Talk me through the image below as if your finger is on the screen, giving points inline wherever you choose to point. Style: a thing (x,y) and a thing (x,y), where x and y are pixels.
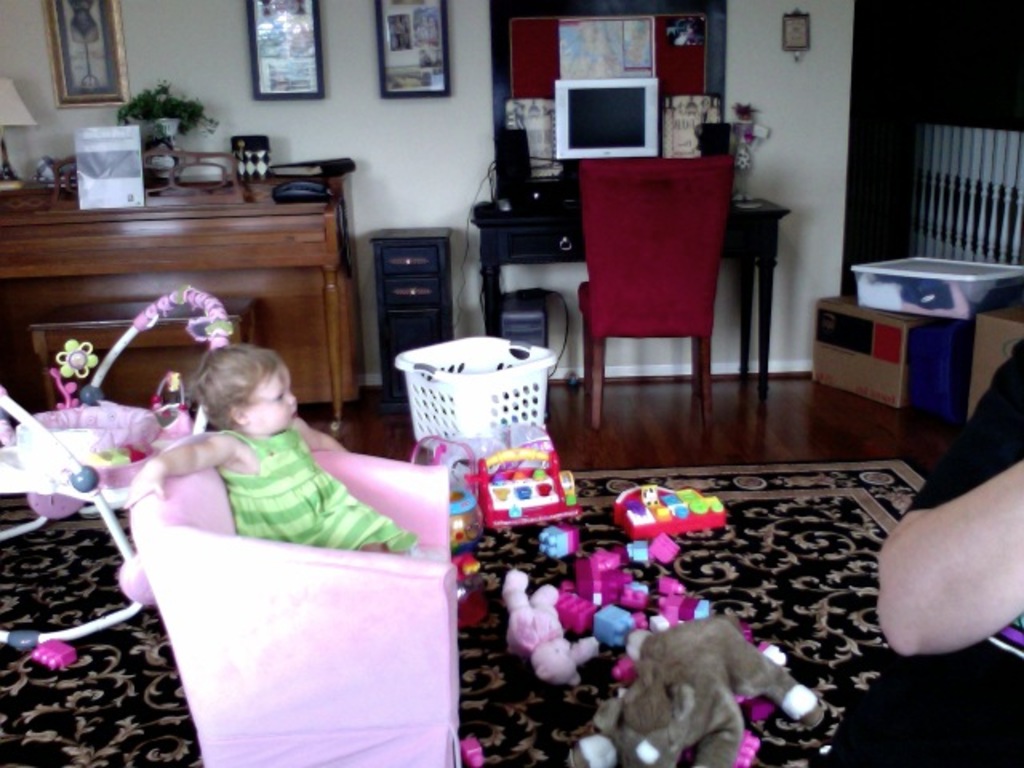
In the image we can see there is a baby (284,442) who is sitting on a pink colour chair (411,492) and on the floor (497,545) there are lot of toys (607,610) and on the table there is a monitor (635,136) and on the wall (360,49) there are photo frames (72,27) kept and on the floor (815,399) there is a doormat (834,570).
